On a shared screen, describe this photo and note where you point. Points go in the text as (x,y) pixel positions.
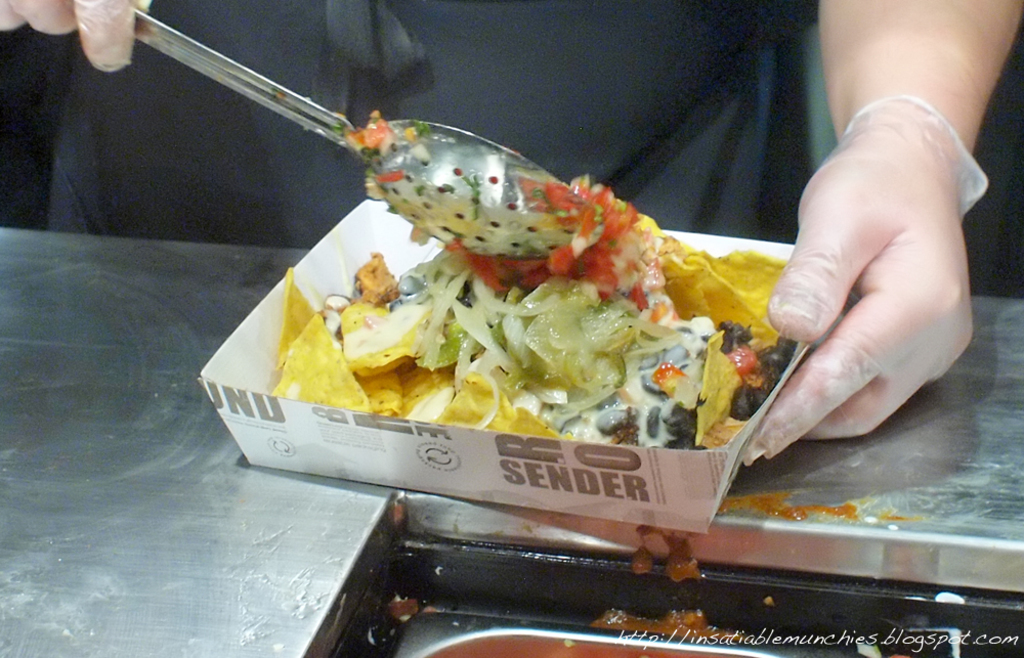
In this image we can see food (446,333) in box (260,352) placed on the table (200,440). In the background (204,196) we can see person (304,81) holding a spatula (433,207).
